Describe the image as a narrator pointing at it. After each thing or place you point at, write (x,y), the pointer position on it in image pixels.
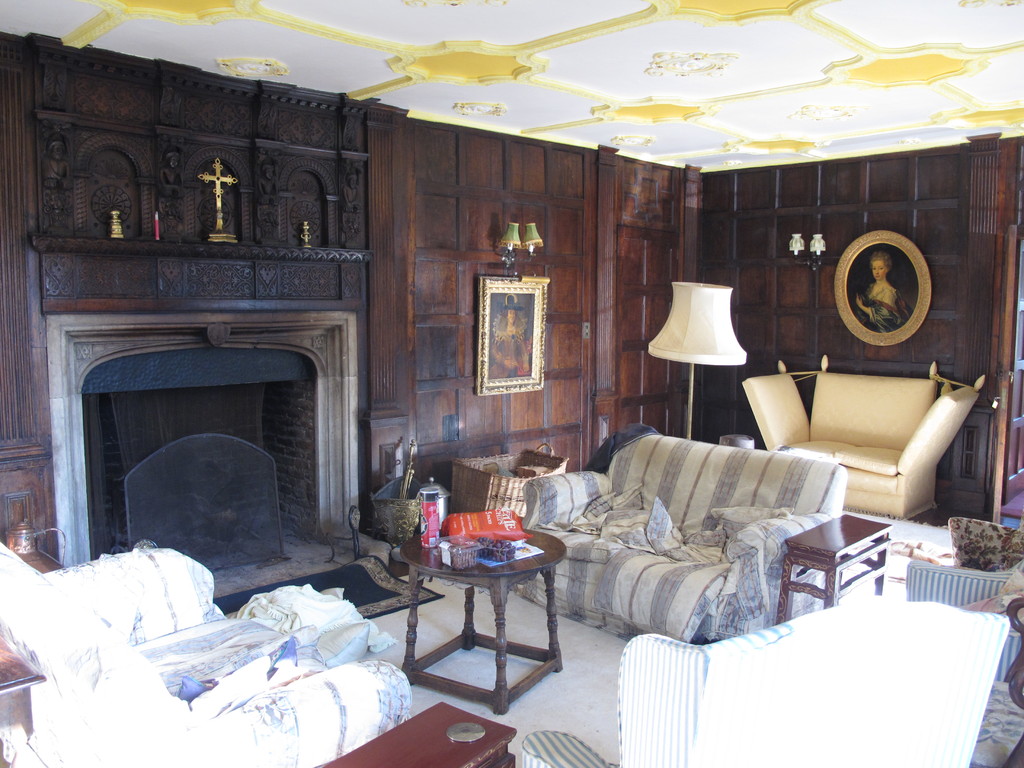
These are the sofas (785,537) and there is a table (505,619). On the table (451,648) there is a box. This is floor (592,721). On the background (632,267) there is a wall (923,244) and these are the frames (513,340). This is lamp (732,335). Here we can see a basket (493,479). And this is roof (728,59).
